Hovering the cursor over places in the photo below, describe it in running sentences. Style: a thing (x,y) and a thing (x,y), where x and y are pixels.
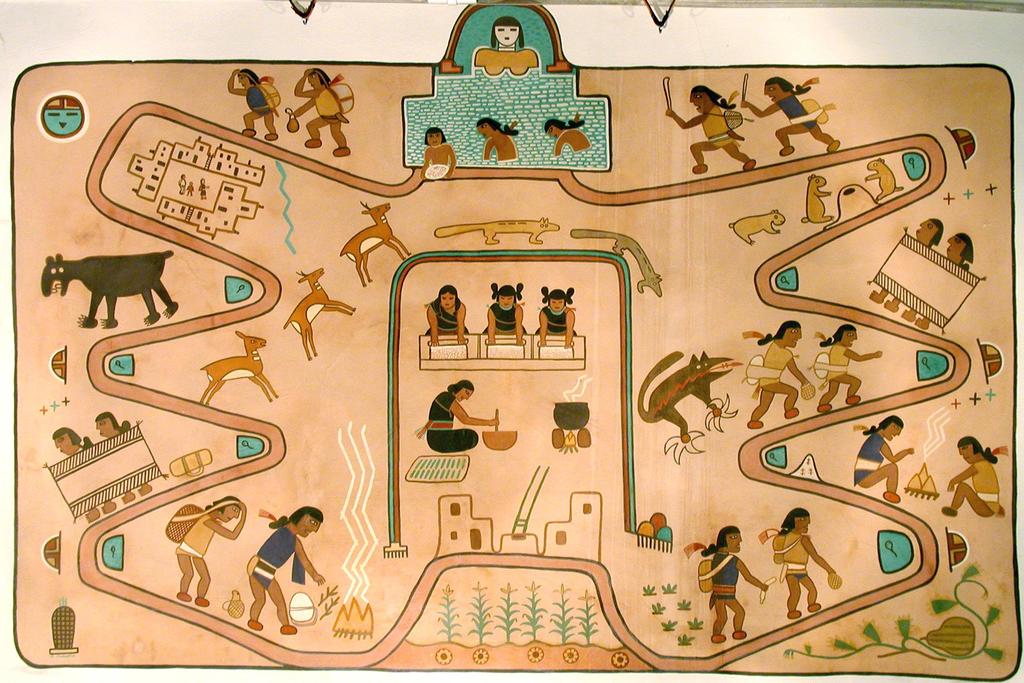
This image looks like a wall painting (553,244) in which I can see animals (153,310), group of people (440,307), wall (533,265), plants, grass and so on. This image is taken may be in a room (390,431).
